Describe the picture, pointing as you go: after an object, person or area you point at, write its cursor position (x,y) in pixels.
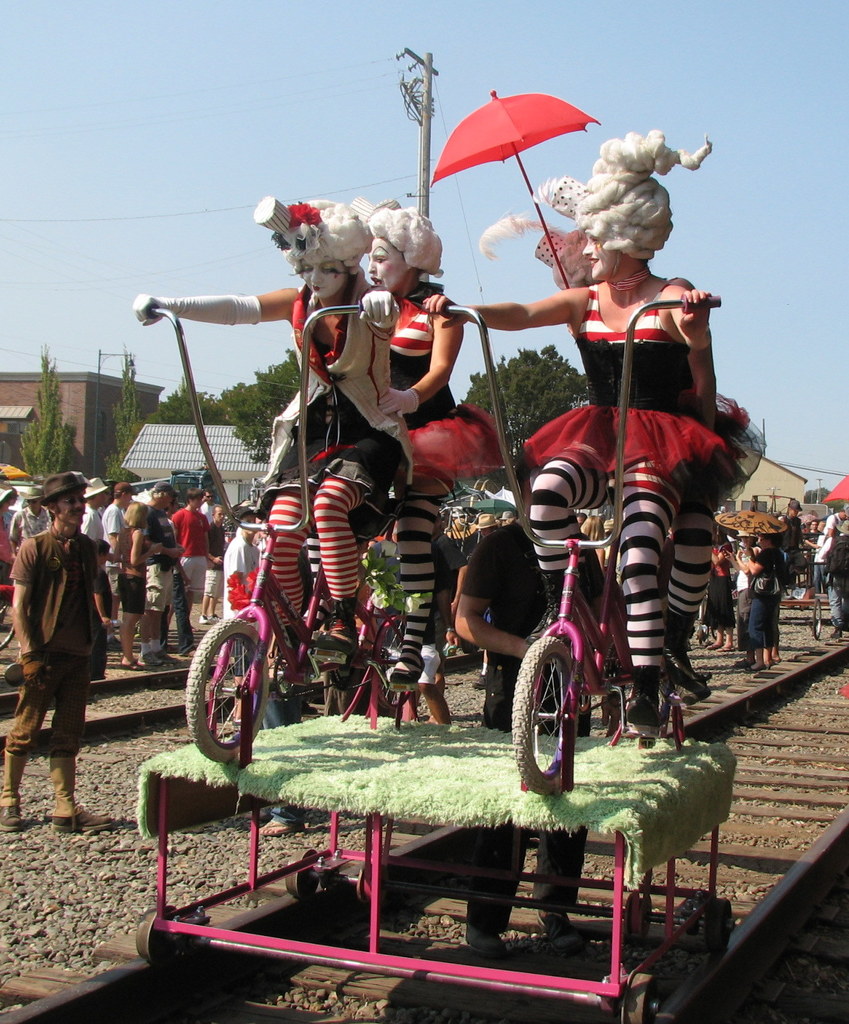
In this image I can see group of people (620,188) riding bicycle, they are wearing white, black and red color dress (410,546). Background (122,549) I can see few other people (129,538) standing, buildings (96,440) in brown color, trees (255,390) in green color and sky (132,98) in blue color.
